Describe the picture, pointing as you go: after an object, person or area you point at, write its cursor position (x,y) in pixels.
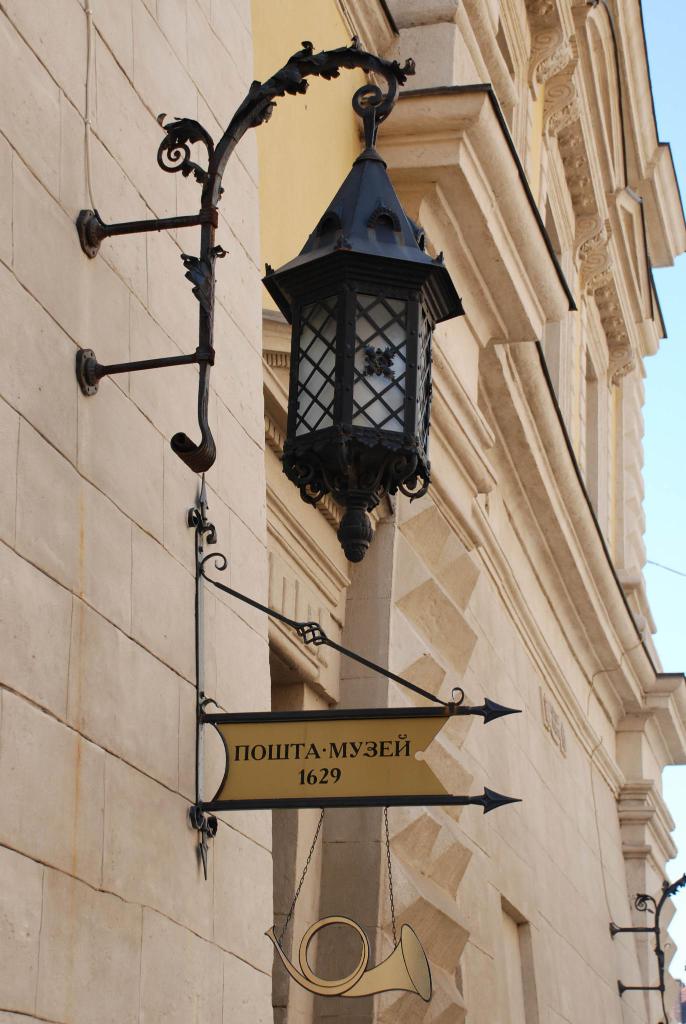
In this image I can see a board (325,768) and a light (345,422) attached to the wall (127,490) of a building (577,444). In the background (651,418) I can see the sky (657,529).
